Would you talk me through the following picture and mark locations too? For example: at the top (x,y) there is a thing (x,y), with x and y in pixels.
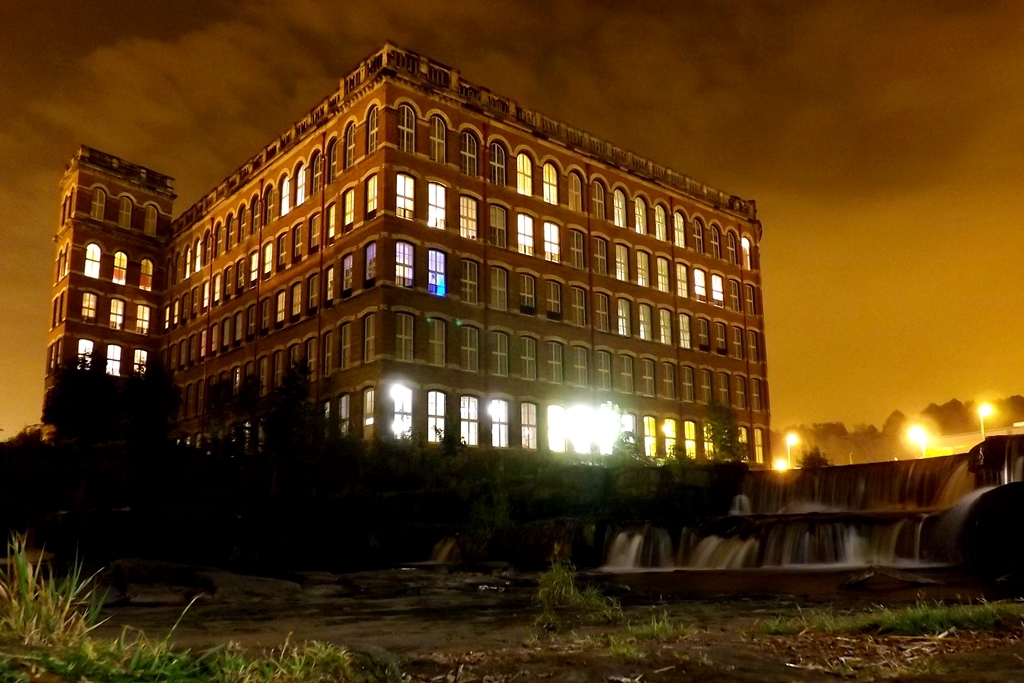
This is the picture of a place where we have a building (310,304) to which there are some windows (498,173) which has some lights (406,430) and around there are some trees (955,416), plants (25,590) and some water (788,551) to the side.
